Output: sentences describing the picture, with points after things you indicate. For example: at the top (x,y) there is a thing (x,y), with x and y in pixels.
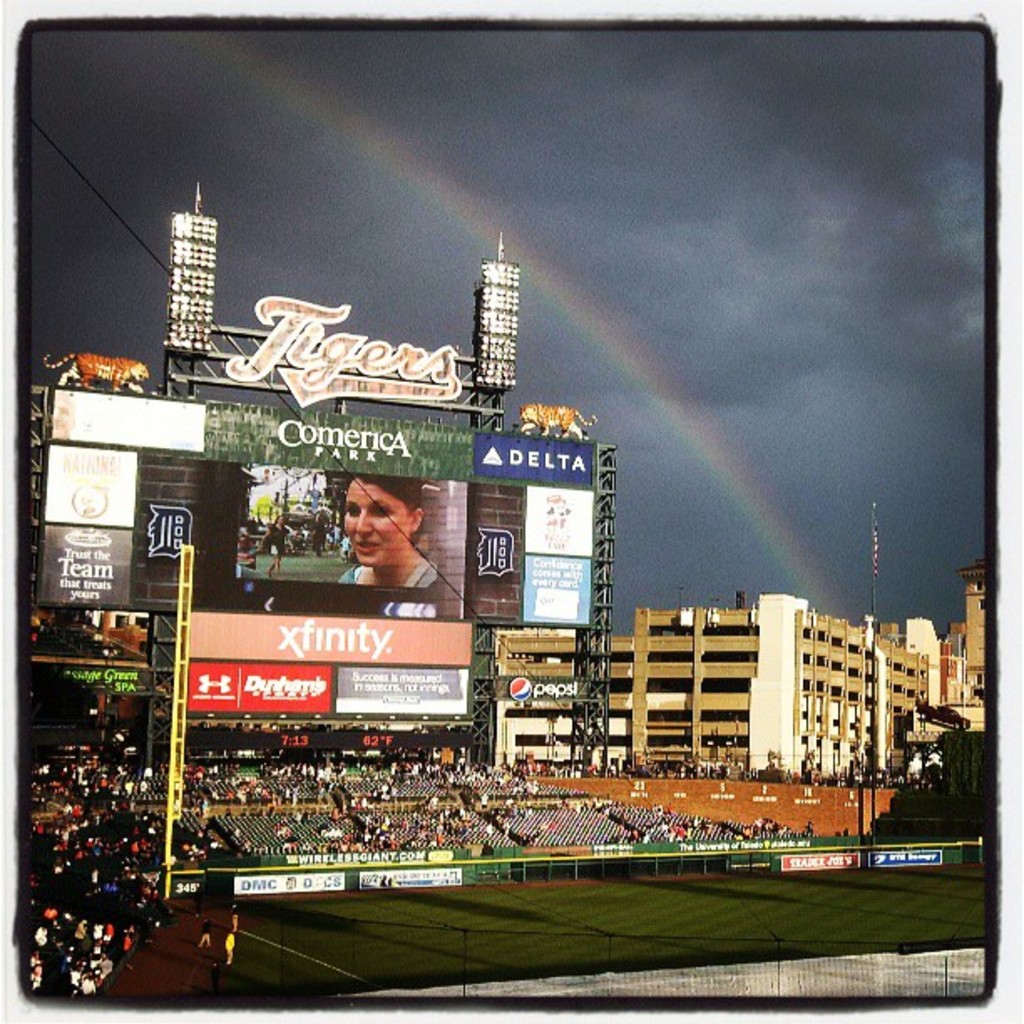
In this image there is ground (433,956). Few persons (213,968) are standing on it. Behind there is a fence (427,856). There are few persons (432,838) sitting behind the fence (411,856). There are few poles (860,831). Left side (102,859) there are few persons (87,983). There is a building (393,718) having few boards (395,698) attached to it, beside there are few buildings (643,659). Top of image (644,257) there is sky (795,345) having rainbow (776,522).
